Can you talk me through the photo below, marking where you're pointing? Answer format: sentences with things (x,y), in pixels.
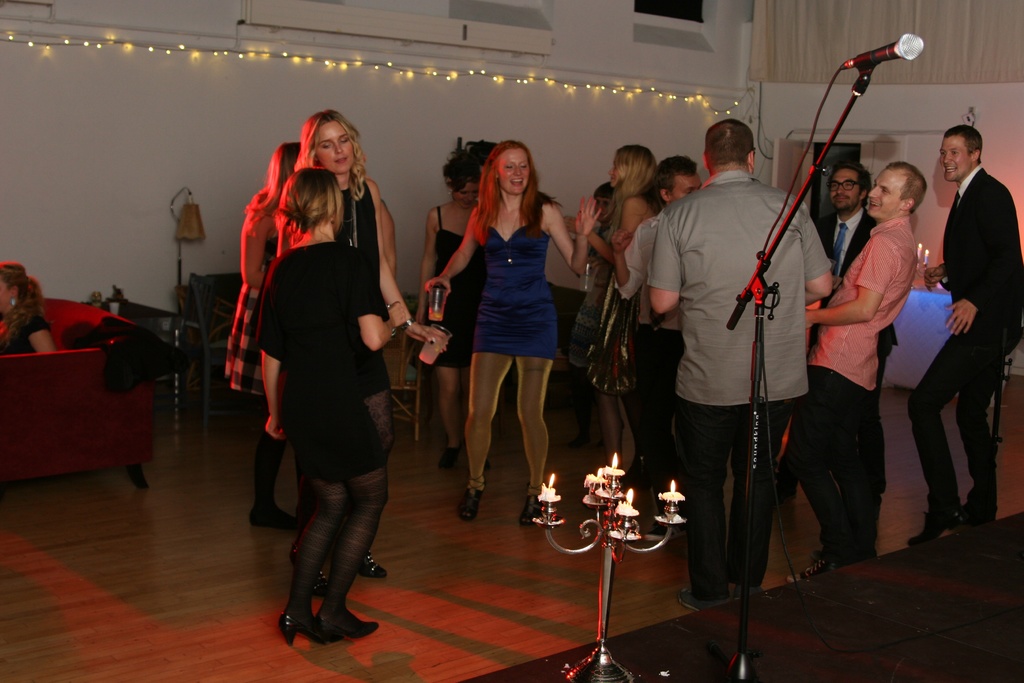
In this image there are a group of people (361,332) dancing in the room (131,510), beside them there is a mike stand (759,294) and candle stand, also there is another girl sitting on the sofa (25,431).
